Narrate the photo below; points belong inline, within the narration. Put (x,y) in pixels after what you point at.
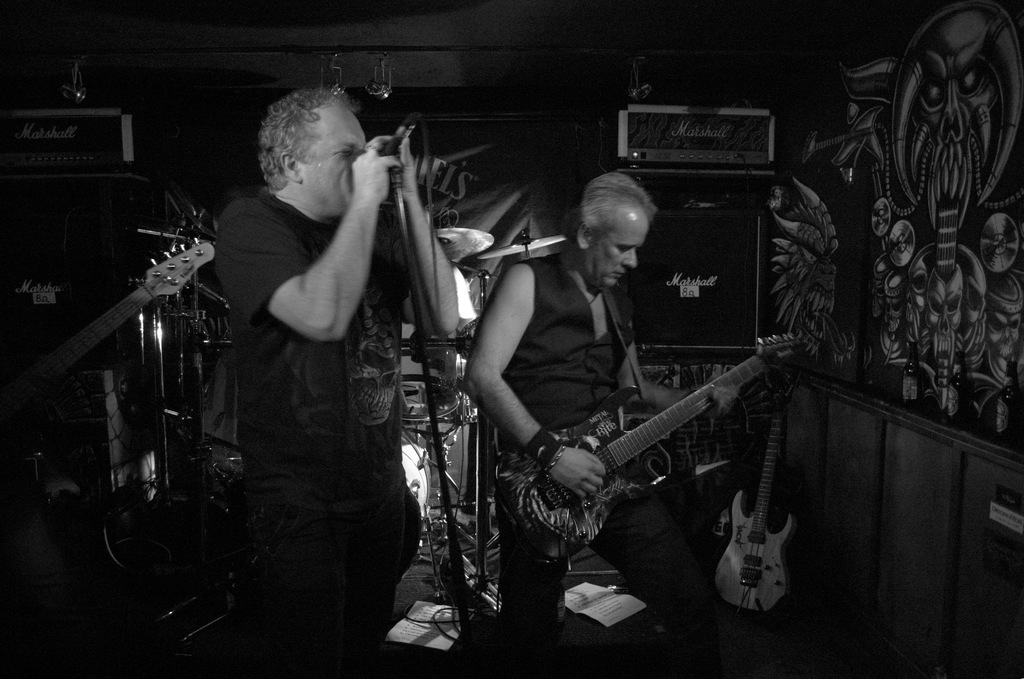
In this image two person (398,420) are playing a musical instrument (677,416).
